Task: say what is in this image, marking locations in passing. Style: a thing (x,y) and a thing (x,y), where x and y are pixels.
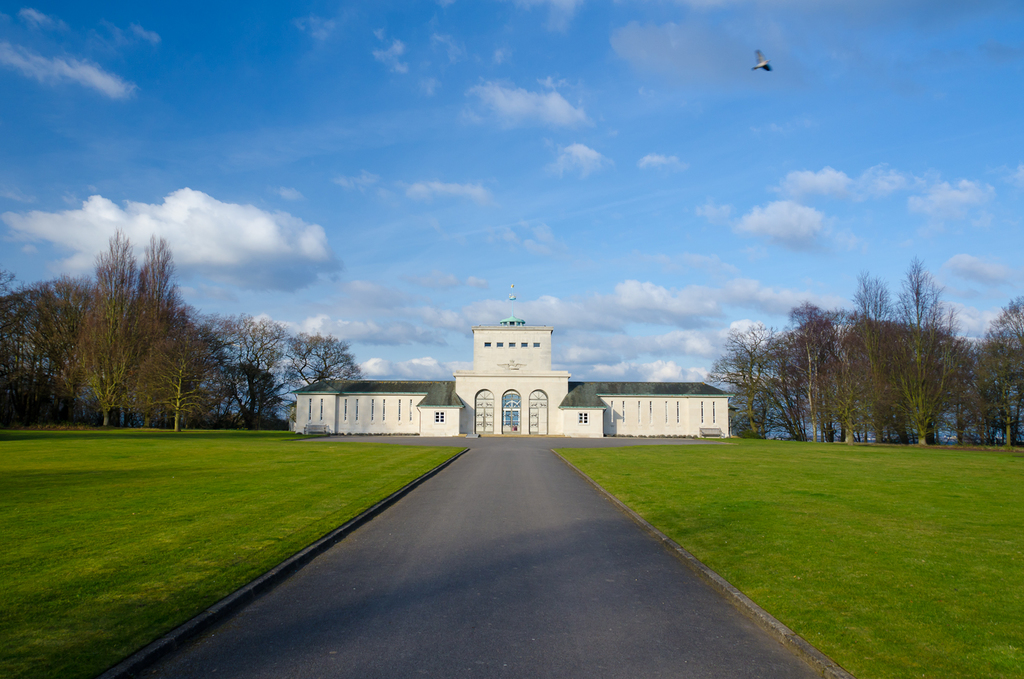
In this picture there is a building (474,390) and there is text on the wall (463,400) and there are trees (731,382). At the top (688,72) there is sky (707,140). At the bottom (526,569) there is a road (526,569) and there is grass (927,639).
